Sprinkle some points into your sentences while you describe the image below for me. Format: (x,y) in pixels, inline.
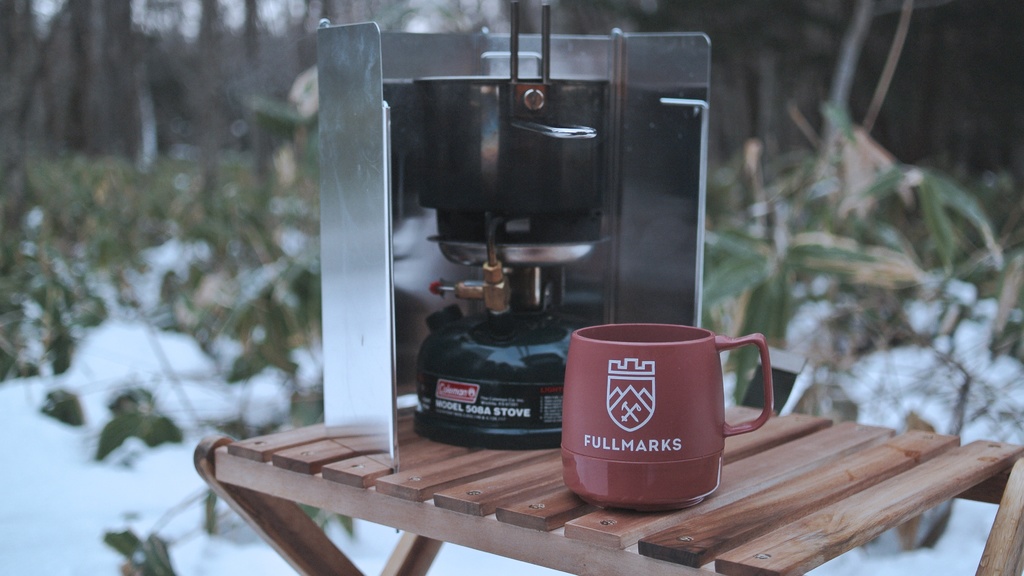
In the middle of the image (459,371), there is a table (315,550) on which camping stove (568,250) is kept and a tea cup (677,348) is kept. On both side of the image, there is a grass (909,253) and ice land (943,389) is there. In the background of the image (987,50), there are trees (531,20) and sky (192,19) white in color is visible. The picture is taken during day time.
